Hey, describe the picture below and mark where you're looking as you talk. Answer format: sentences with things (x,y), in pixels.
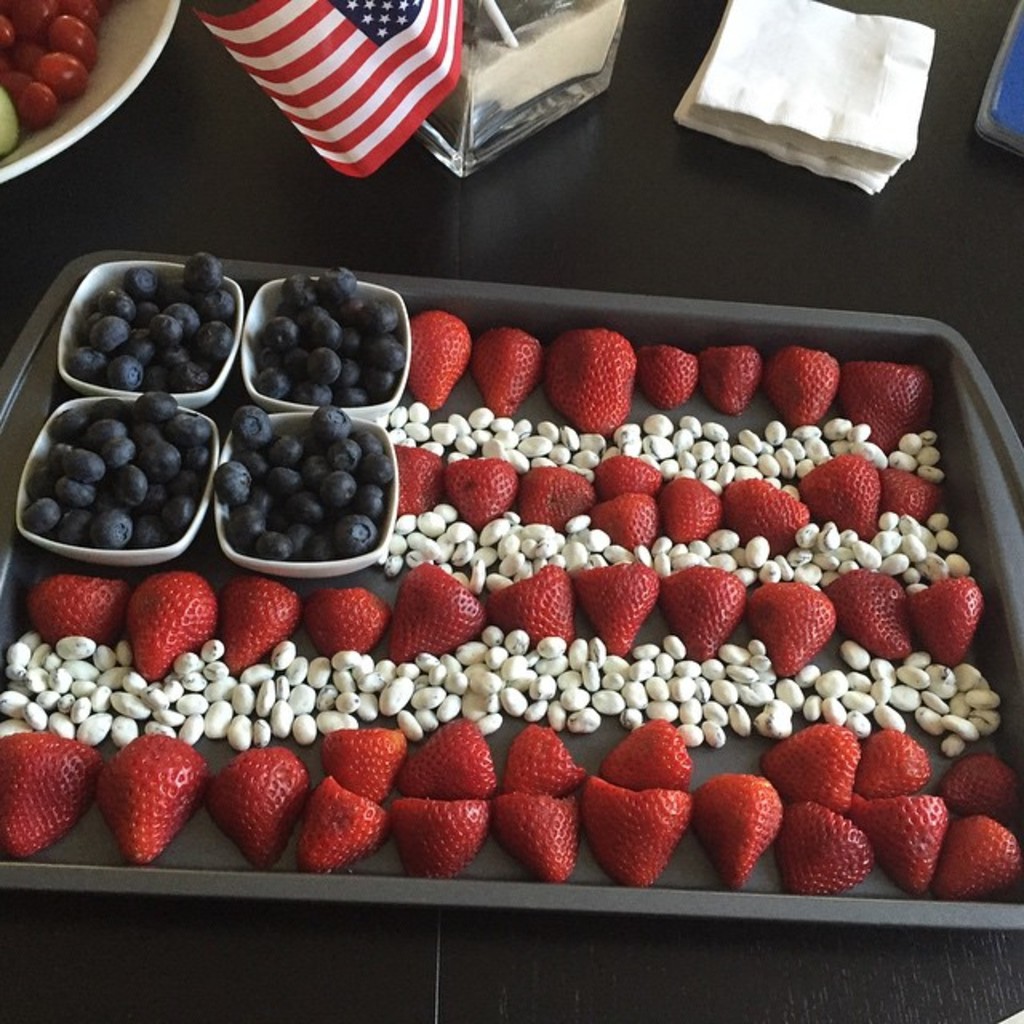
In this image there are many strawberries (702,520) and blueberries (235,466) in the black color tray (475,871) which is placed on the wooden table (615,206). Beside we can see american flag (315,119) and some tissue papers (824,115).
